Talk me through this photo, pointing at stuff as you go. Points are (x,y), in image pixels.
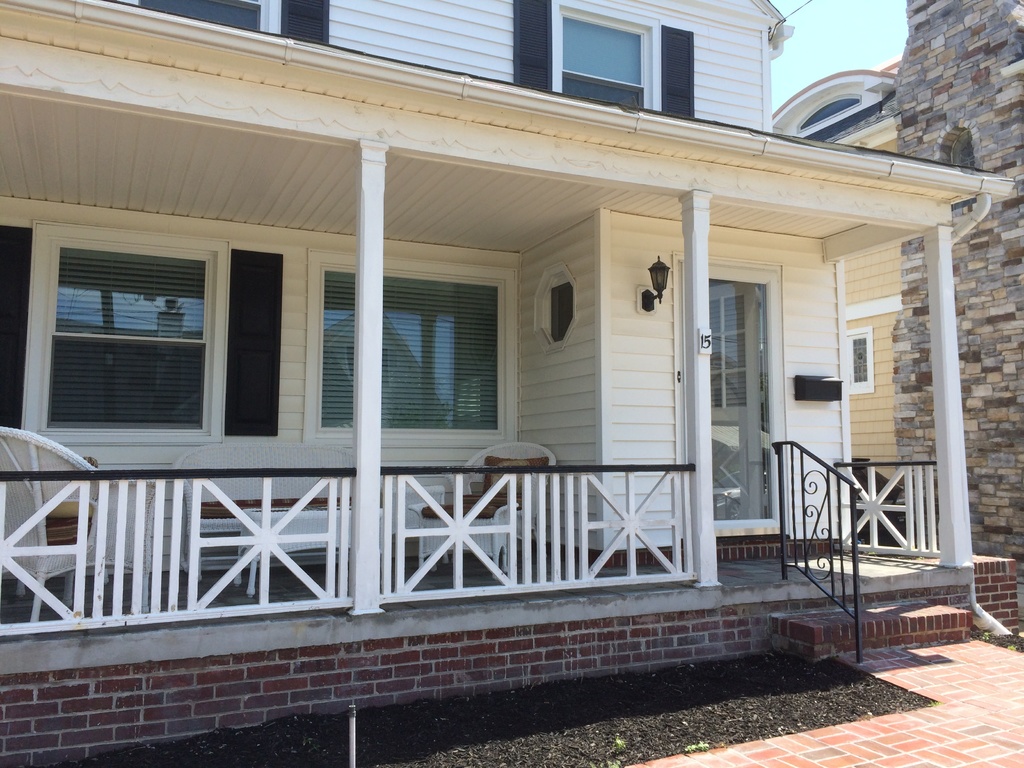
The picture consists of a house (130,682). In the foreground of the picture (346,465) there are chairs (300,465), sofa (312,459), windows (350,324), lamp (655,279) and door (716,478). On the right (968,323) there is a stone wall (990,339). In the foreground (529,696) there is soil (640,704). It is sunny.
